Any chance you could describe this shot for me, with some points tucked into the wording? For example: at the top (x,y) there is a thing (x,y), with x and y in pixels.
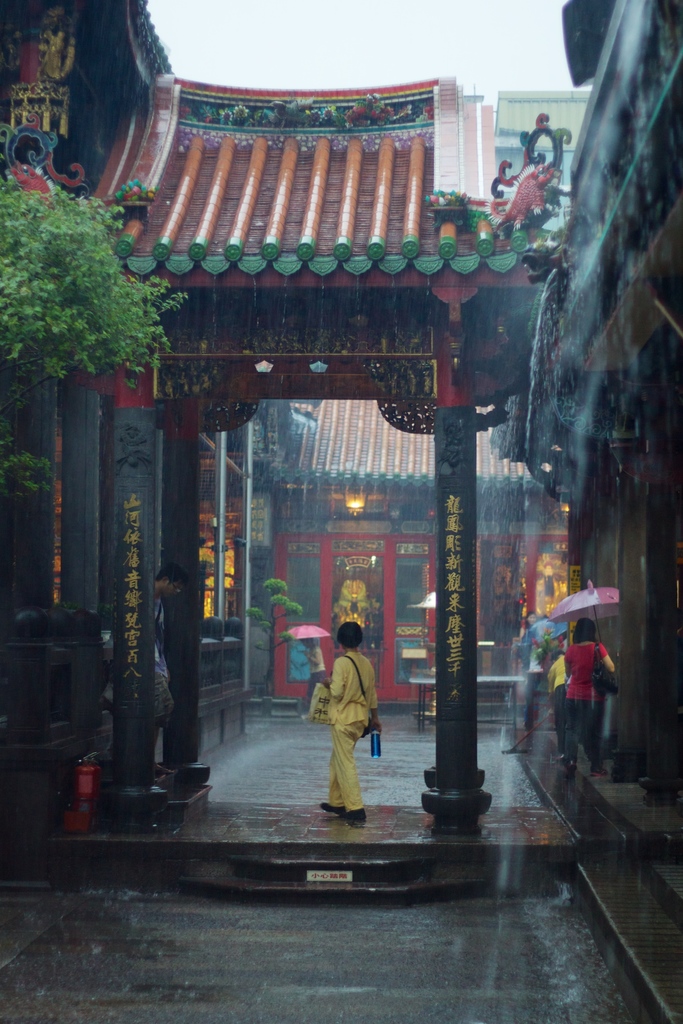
This image consists of few persons (350,756) walking. It looks like it is raining. At the bottom (502,933), there is a road (476,937). On the left (24,280), there is a tree (24,280). At the top (401,195), there is a roof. In the front (146,514), we can see the pillars (656,660). At the top (371,58), there is sky (447,32).
